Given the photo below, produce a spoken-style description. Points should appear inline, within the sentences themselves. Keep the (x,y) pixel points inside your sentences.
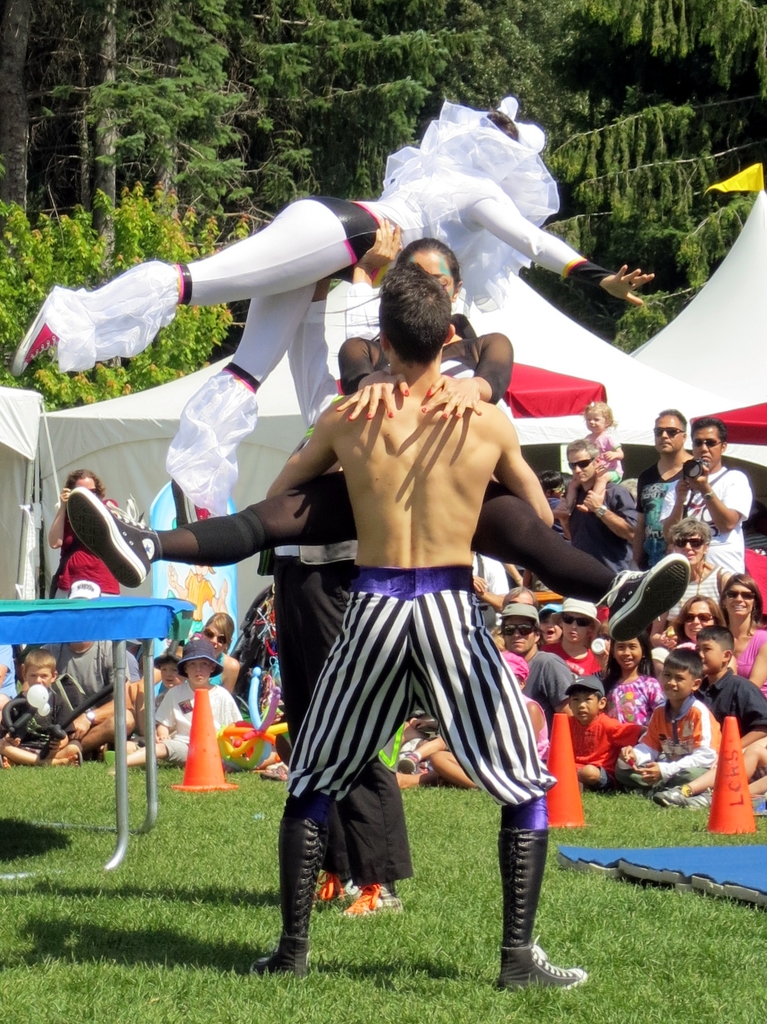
This picture describes about group of people (592,639), few (605,673) are seated on the grass (614,801), and few (508,686) are standing, in the background (628,359) we can see few tents (635,350), trees (407,125), few road divider cones (198,690) and a table (132,601).
